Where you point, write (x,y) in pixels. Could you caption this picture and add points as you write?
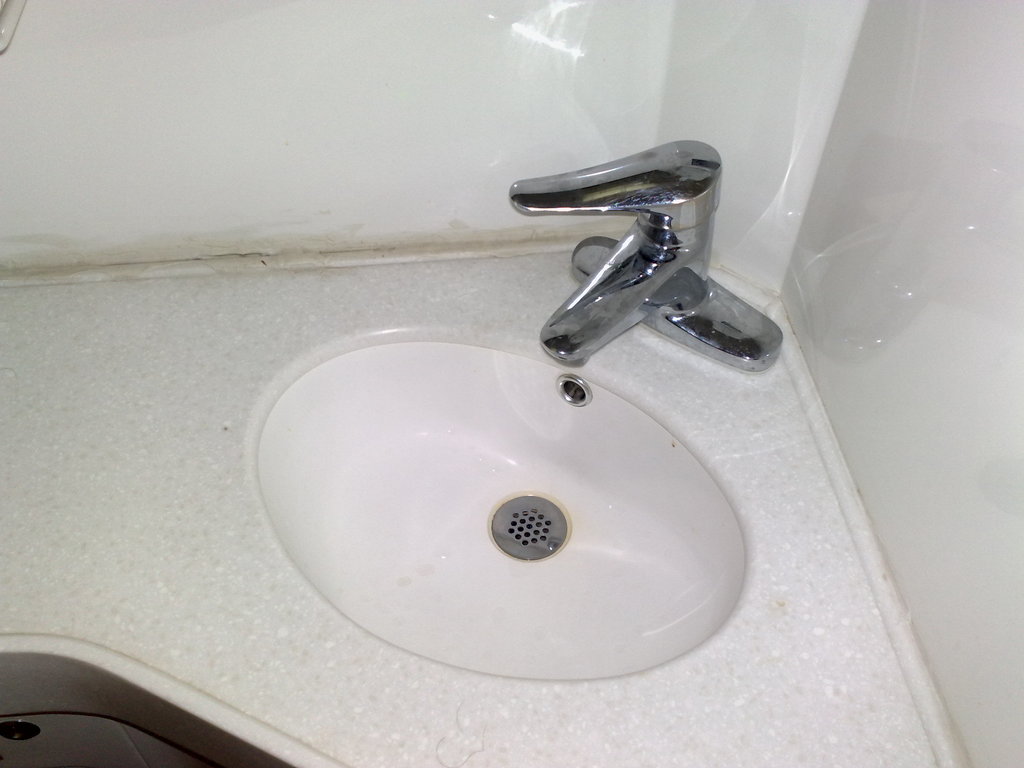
In this image, we can see a wash basin (452,367) and a tap (651,234), we can see the walls (452,63).
